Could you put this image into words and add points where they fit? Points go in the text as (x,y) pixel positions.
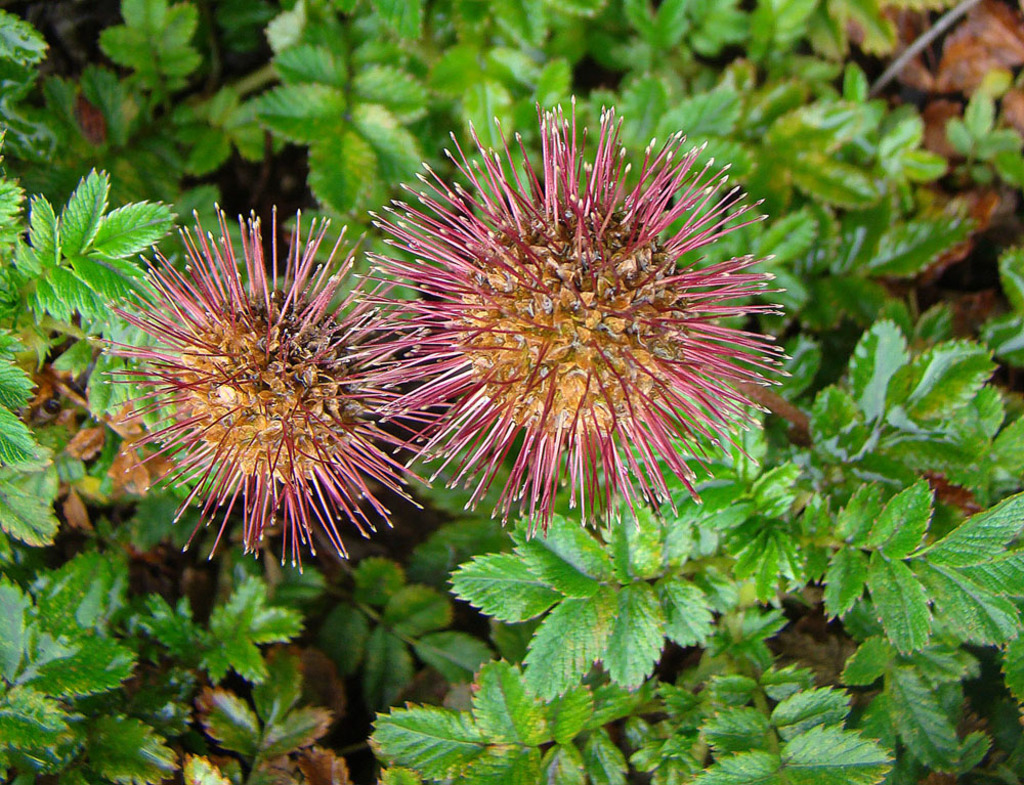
It is a zoomed in picture of bidibid plant (450,231).
